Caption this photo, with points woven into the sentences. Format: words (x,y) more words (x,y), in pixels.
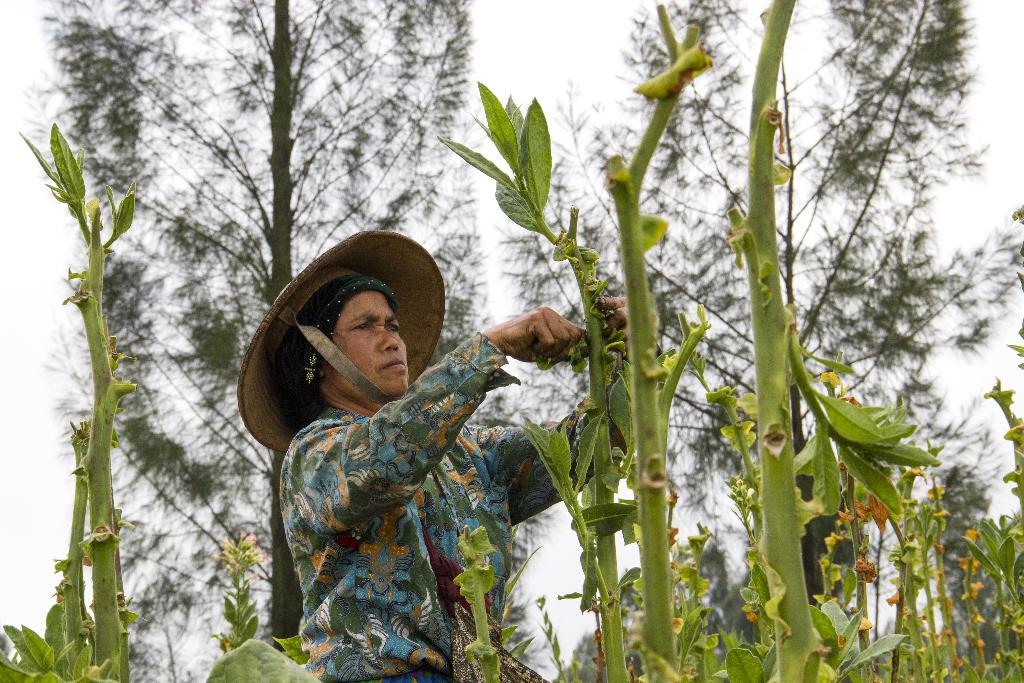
In this image we can see the person (521,325) standing and holding the tree (622,389) and at the back (367,134) we can see the trees (230,532) and the sky (493,83).
